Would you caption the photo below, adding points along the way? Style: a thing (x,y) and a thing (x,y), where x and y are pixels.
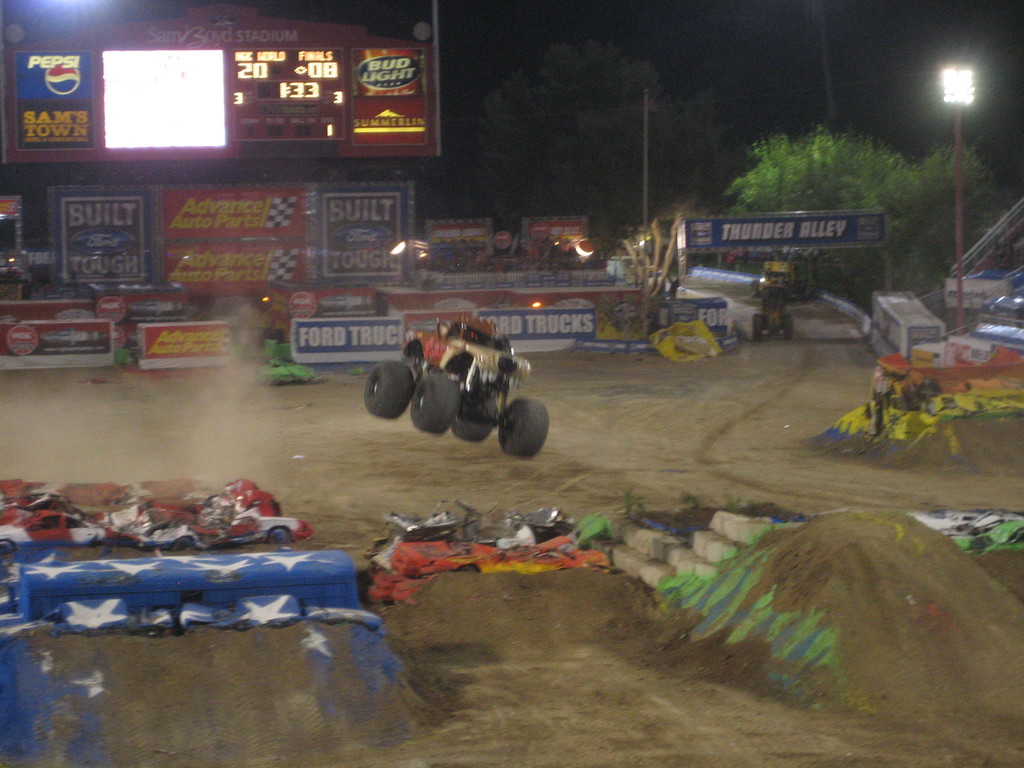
In this image we can see a vehicle (422,350) in the air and there are objects (284,513), sand (53,463) and bricks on the ground (254,729). In the background (240,287) there are trees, hoardings (223,281), screen (159,148), light pole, poles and lights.
